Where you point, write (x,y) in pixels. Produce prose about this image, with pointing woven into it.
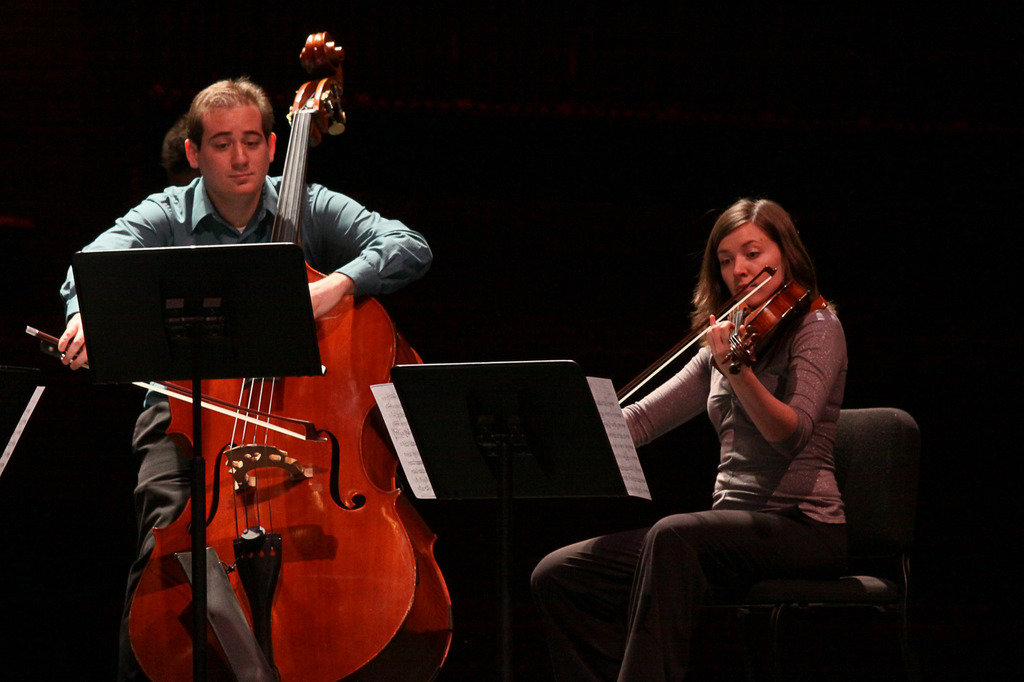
In this picture a man (218,101) and woman (753,490) are holding and playing instruments (399,489).
